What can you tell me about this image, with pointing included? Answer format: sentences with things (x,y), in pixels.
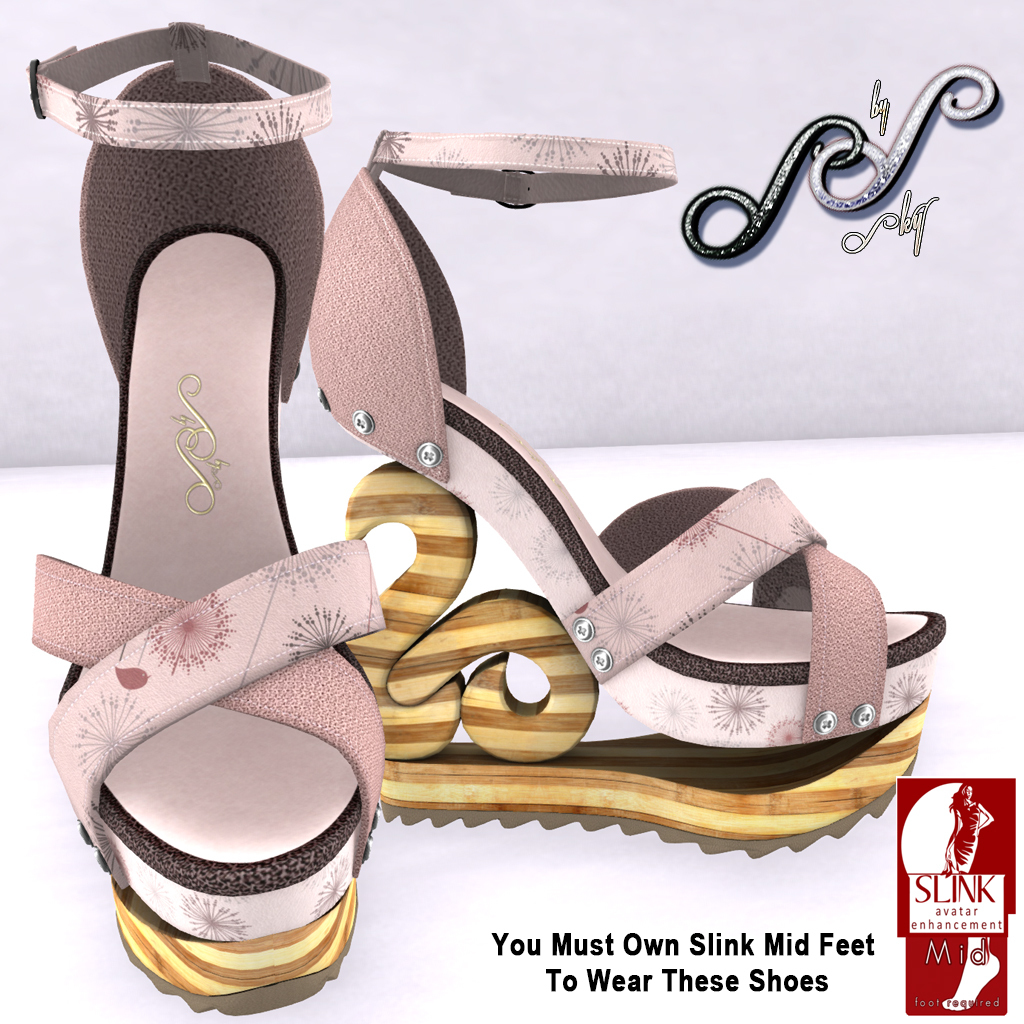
This picture shows a pair of women footwear (226,632) and we see text (981,893) at the bottom right corner (860,942) and a logo (948,854).
